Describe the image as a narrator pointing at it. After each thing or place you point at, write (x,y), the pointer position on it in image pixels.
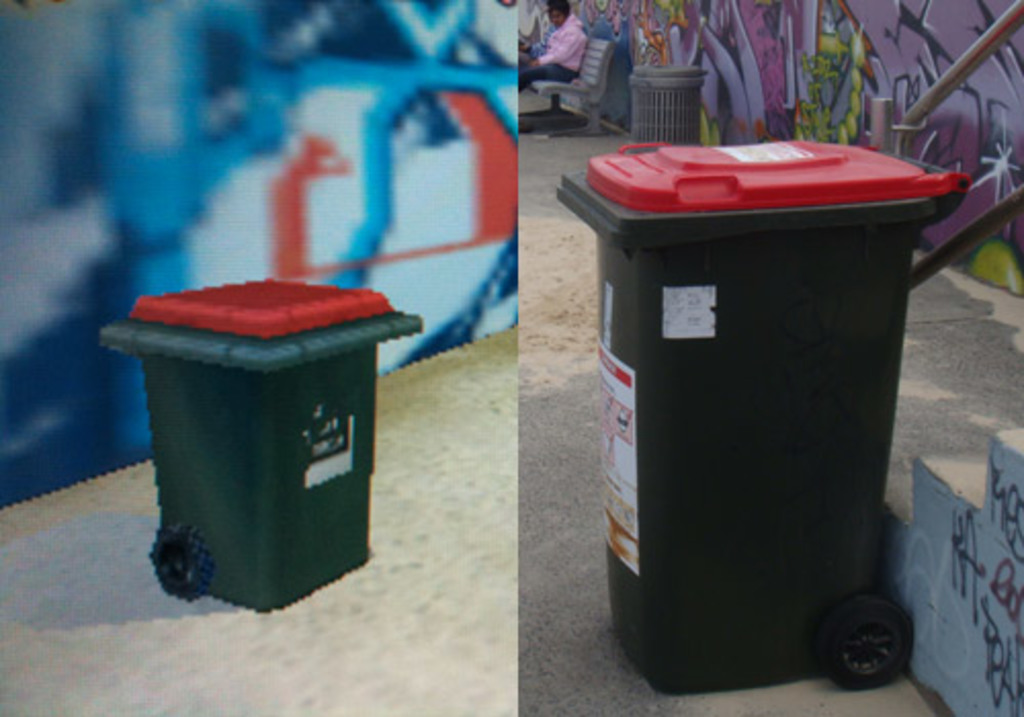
In this image, we can see a collage image of two different pictures. In the first picture, we can see a trash bin (176,382) beside the wall (56,226). In the second picture, we can see a trash bin (695,310) beside steps (889,513). There is a person (568,55) sitting on the bench (566,97) at the top of the image (555,52).
